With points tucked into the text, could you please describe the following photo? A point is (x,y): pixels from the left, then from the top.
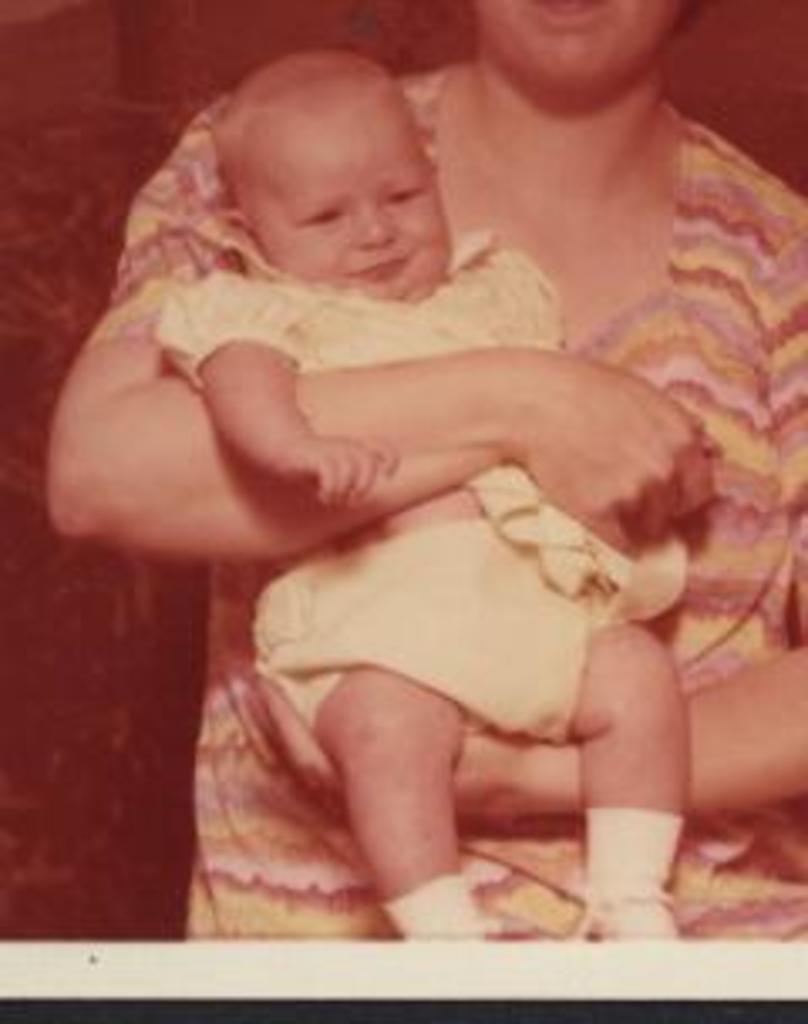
In the center of the image (369,447) we can see woman (407,413) carrying a baby (380,647).
